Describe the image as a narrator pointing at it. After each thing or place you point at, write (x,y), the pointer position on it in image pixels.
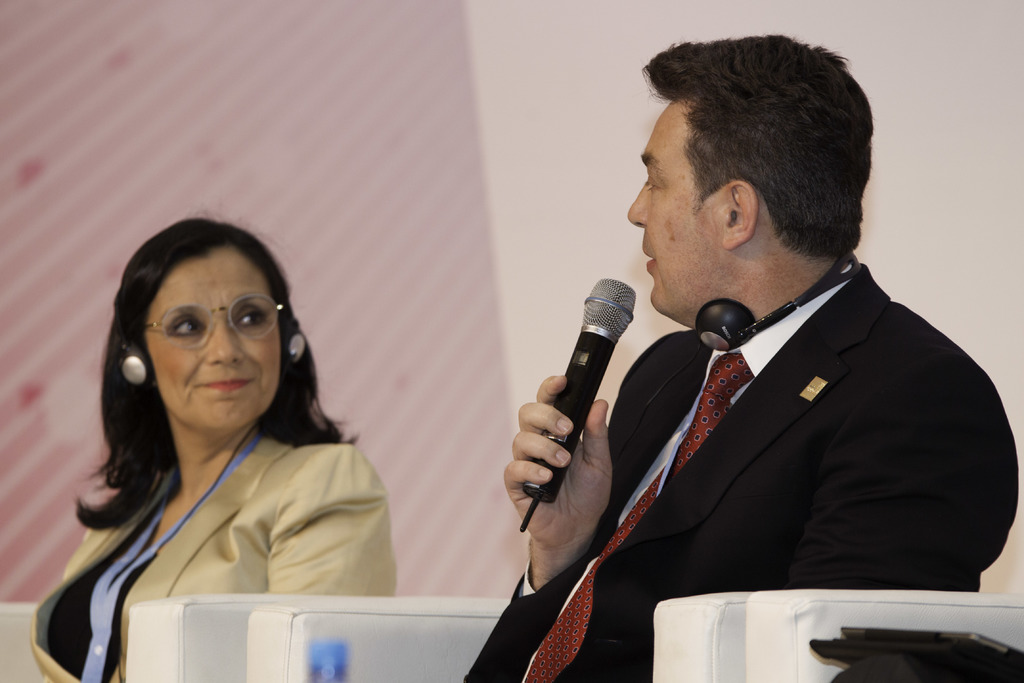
On the left (195,366) there is a woman (195,508), she is wearing a suit (245,507) and she is looking towards a man (770,476). In the right (766,466) there is a man (724,464) he is wearing a tie (738,371) and holding a mic (580,372) in his hand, they both are sitting on the chairs (294,631).
